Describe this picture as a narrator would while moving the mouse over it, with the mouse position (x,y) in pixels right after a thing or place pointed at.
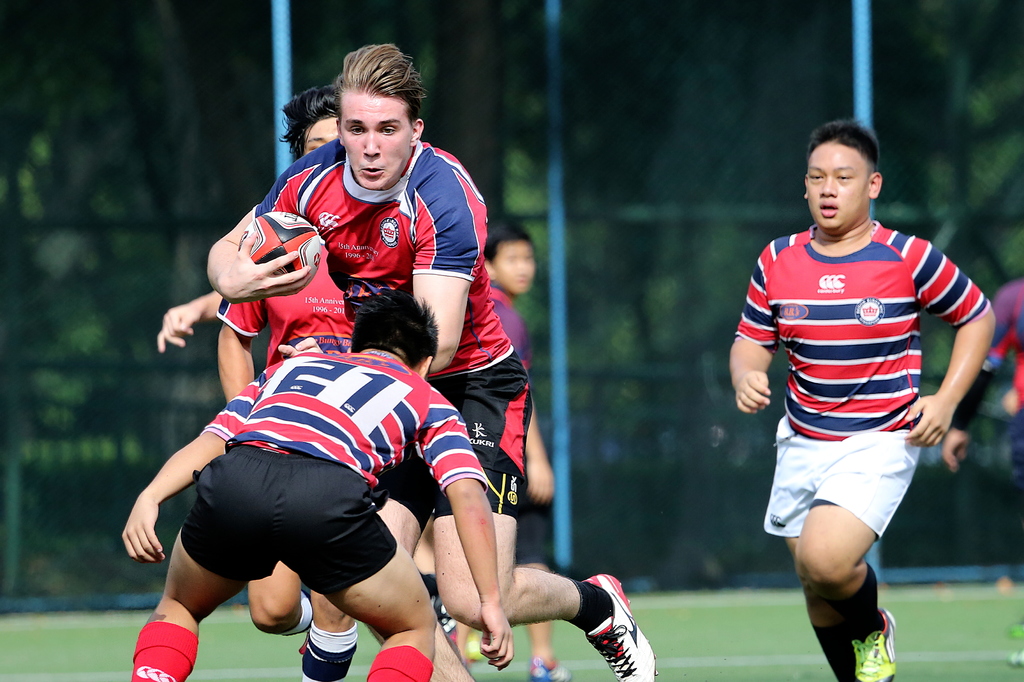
This picture describe about the six boys (528,412) who are playing rugby, On the right (811,340) a boy (813,350) running forward wearing red and blue striped t-shirt (842,336), white shorts (859,483) and green shoe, Middle a boy (410,221) is running with ball (295,263) and in the front (316,455) a boy (330,441) wants to stop.
